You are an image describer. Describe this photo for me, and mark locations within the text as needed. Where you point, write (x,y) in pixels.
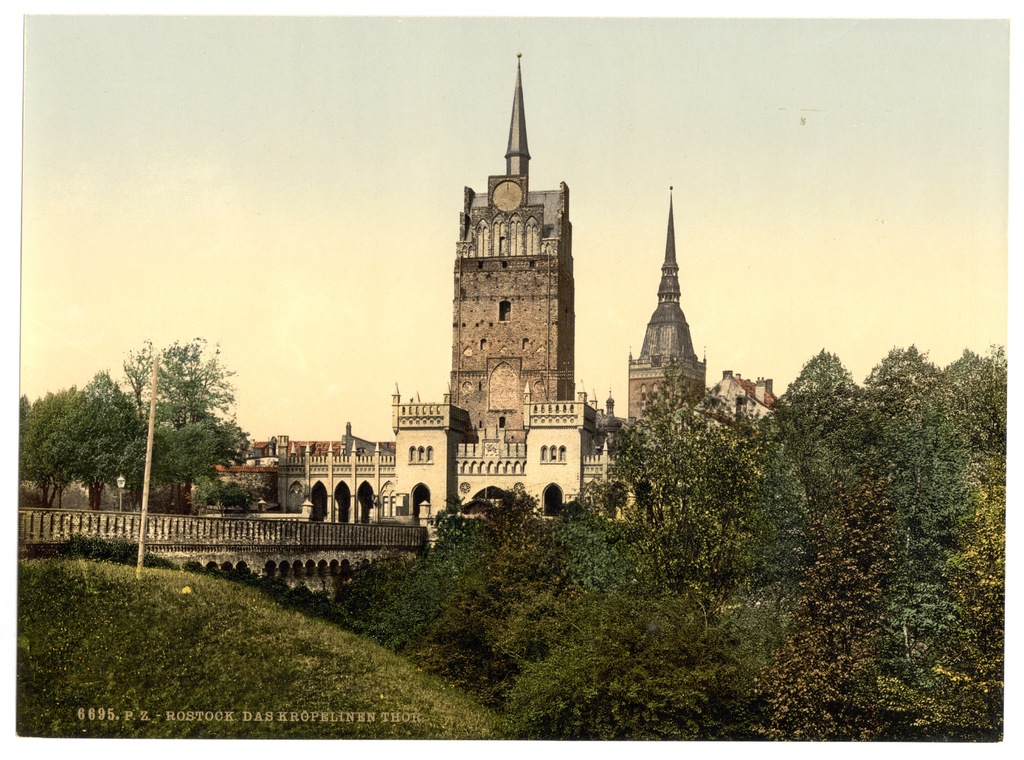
In this image we can see the buildings (466,310), there are some trees (449,564), poles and grass (139,652) on the ground (124,652), also we can see a bridge (164,519), in the background (625,66), we can see the sky (609,73).
